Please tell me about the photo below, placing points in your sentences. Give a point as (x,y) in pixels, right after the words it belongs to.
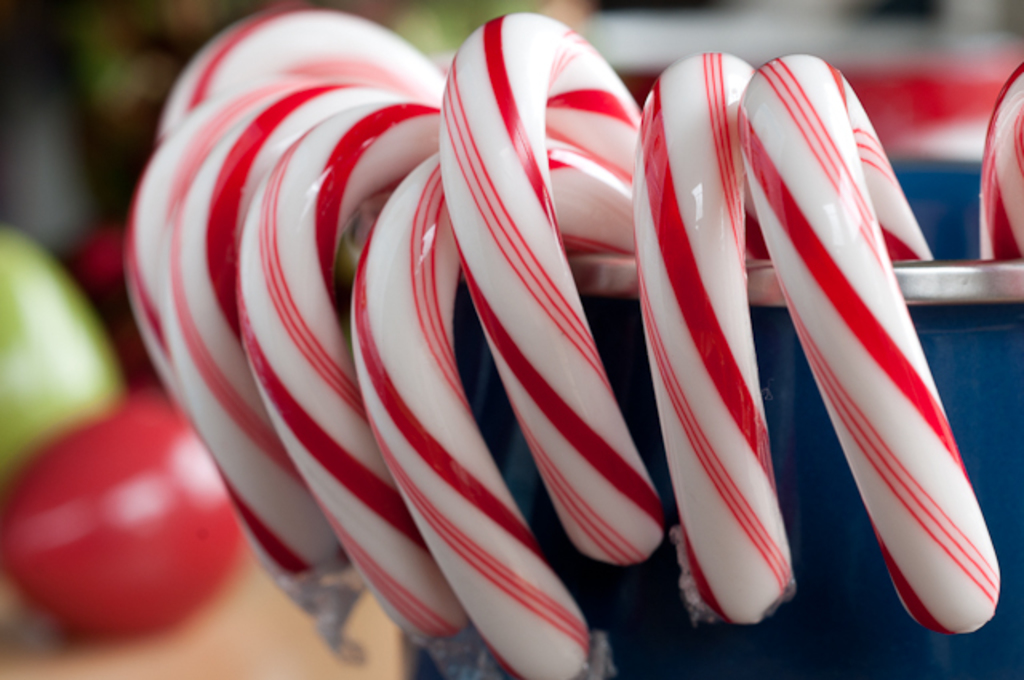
This picture consists of candies (567,170) visible on blue color container (914,270) on the left side (49,567) I can see, it might be look like balls (39,588).
